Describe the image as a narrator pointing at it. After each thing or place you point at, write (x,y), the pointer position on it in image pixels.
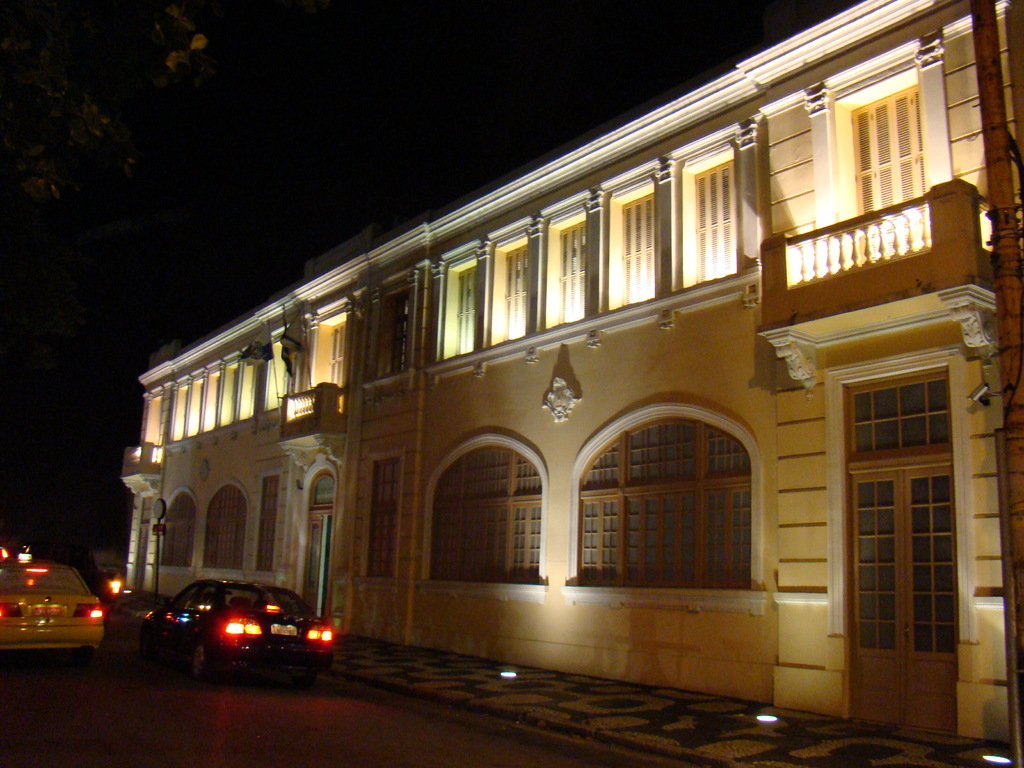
In this image there is a building (481,396). On the left (109,131) we can see a tree (87,141). At the bottom (241,617) there are cars (200,621) on the road (286,710). In the background (470,49) there is sky (466,77) and we can see lights (768,720).
